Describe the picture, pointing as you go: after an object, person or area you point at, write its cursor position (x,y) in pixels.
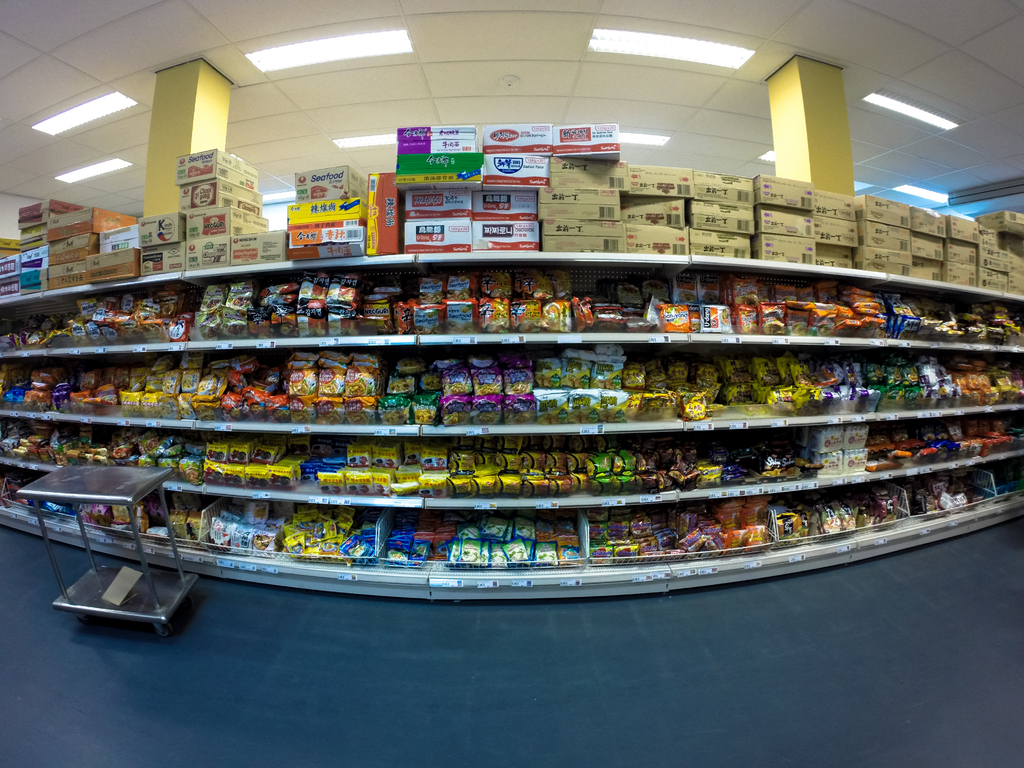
This is a mart (335,443). Here we can see food items (308,330) and boxes (263,246) on the racks (272,568) on the floor (349,670). In the background (659,104) we can see two pillars (199,93) and lights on the ceiling (446,59). On the left (107,497) we can see a wheel cart (121,495) on the floor (372,742).
